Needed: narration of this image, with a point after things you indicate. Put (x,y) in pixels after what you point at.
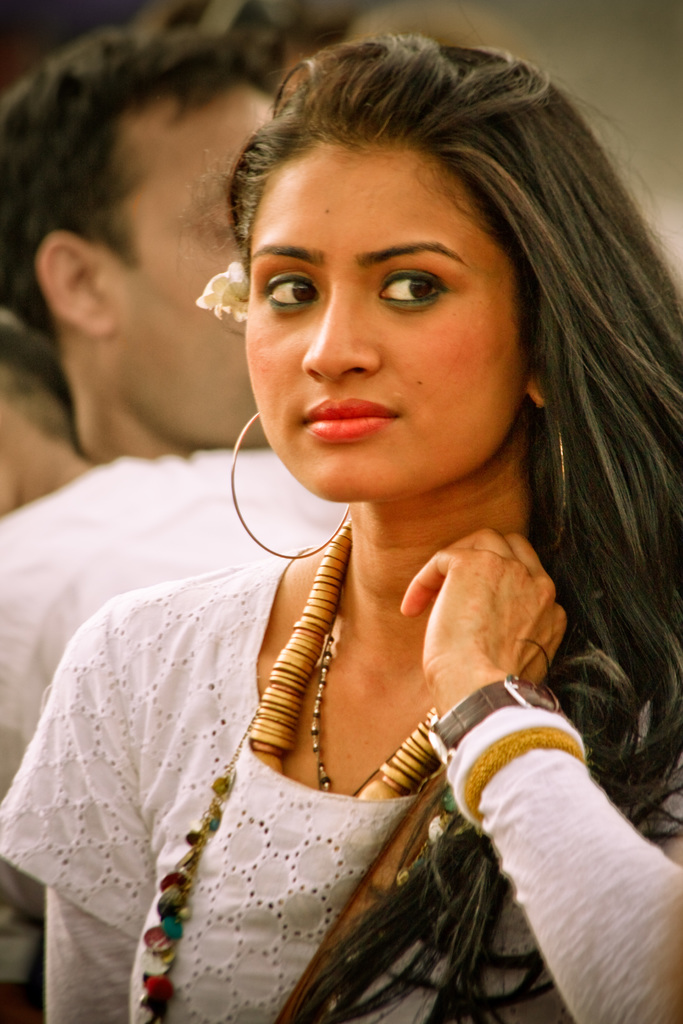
In this image there is women (469,845) she is wearing white color top (240,773) and round ear rings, behind her there is a men (99,511) he is wearing white T-shirt (121,489).
